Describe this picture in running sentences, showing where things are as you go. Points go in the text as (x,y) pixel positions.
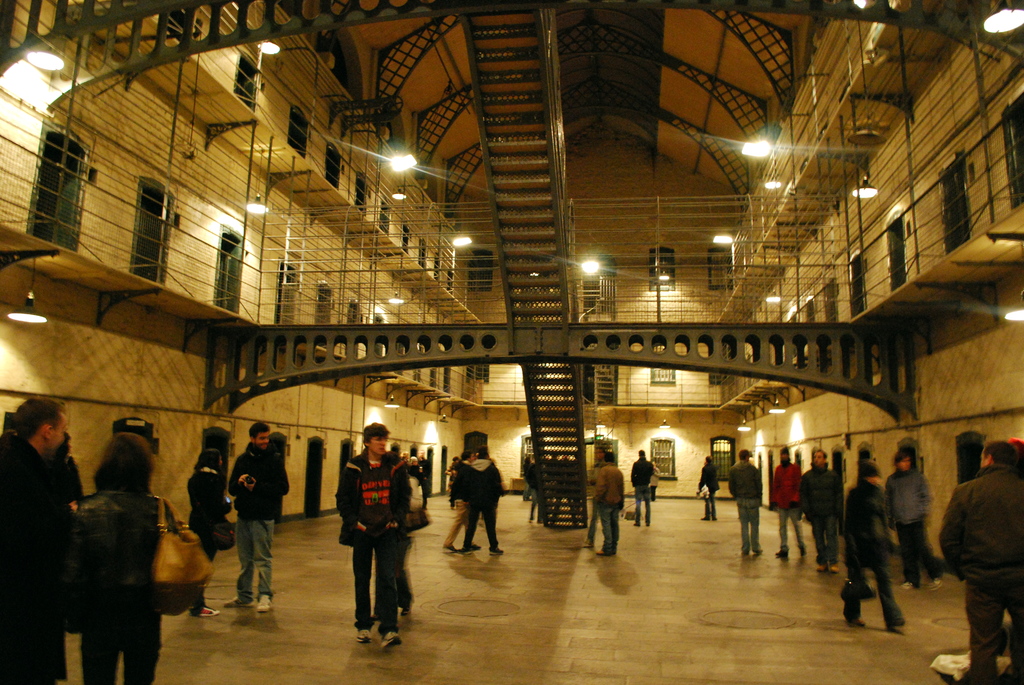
In the image I can see a place (721,667) where we have some people (388,621) wearing jackets (20,635) and around there are some windows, poles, pillars (211,343) and some lights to the roof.
